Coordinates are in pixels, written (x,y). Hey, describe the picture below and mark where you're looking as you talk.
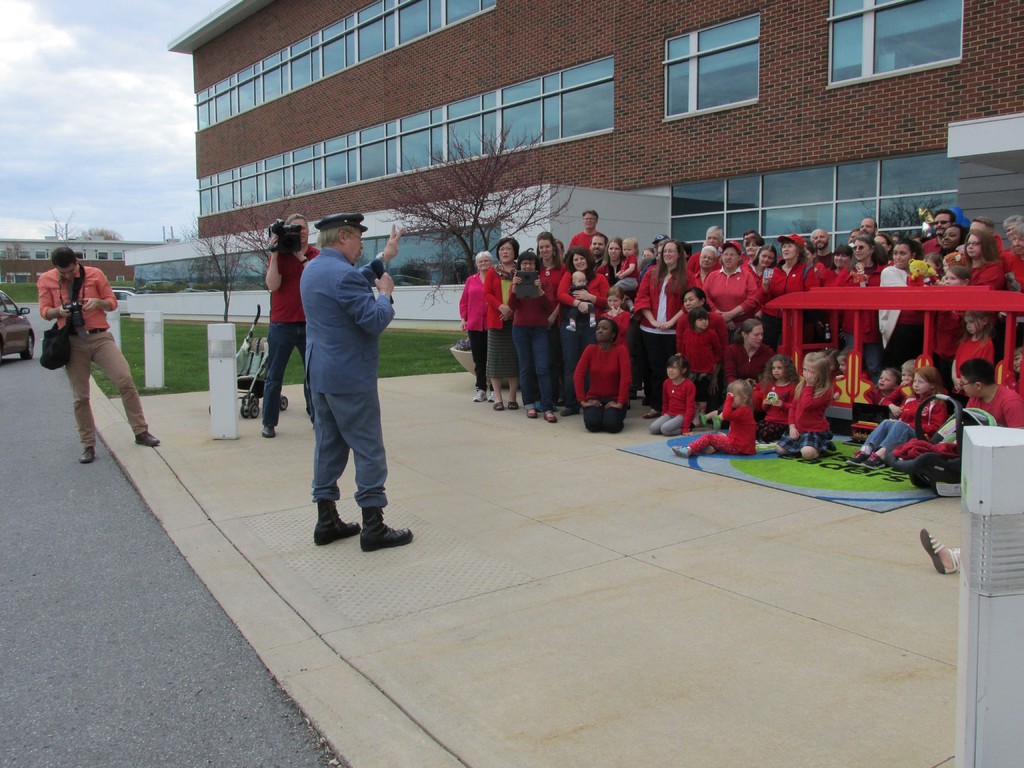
On the right side of the image (815,370) we can see group of persons (699,381) on the floor (820,513). On the left side of the image (112,374) we can see group of persons (132,395) standing and vehicle (15,349) on the road (89,568). At the bottom (151,667) there is a road (191,737). In the background (241,144) we can see buildings (198,156), trees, sky (131,148) and clouds (65,78).
